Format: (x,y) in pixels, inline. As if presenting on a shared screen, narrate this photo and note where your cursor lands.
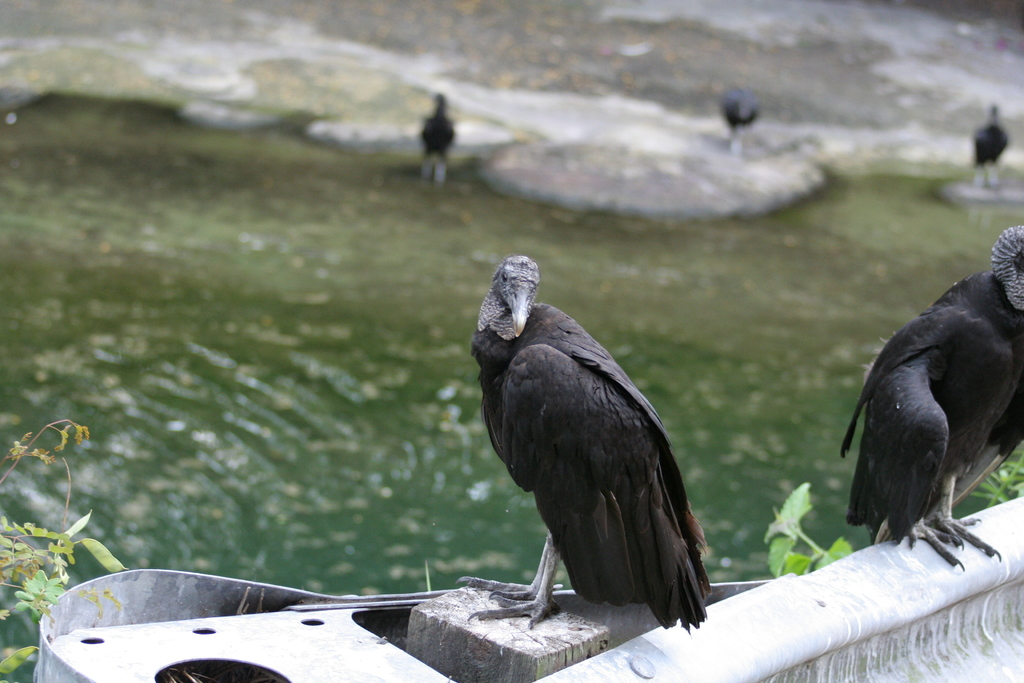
This image consists of water (421,339) in the middle (377,433). There are vultures (526,440) in the middle (586,445). There are plants (64,428) on the left side (25,450).
